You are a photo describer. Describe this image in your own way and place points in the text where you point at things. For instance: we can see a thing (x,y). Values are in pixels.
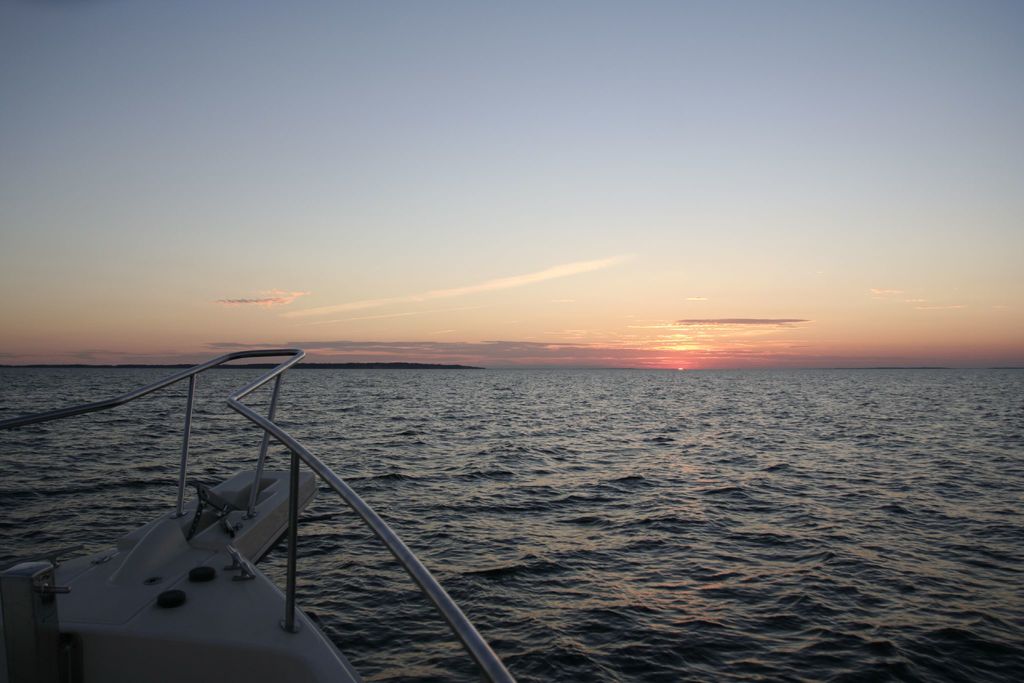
In this picture we can see a boat (303,630) and in the background (353,553) we can see water (817,538), sky (824,339).
